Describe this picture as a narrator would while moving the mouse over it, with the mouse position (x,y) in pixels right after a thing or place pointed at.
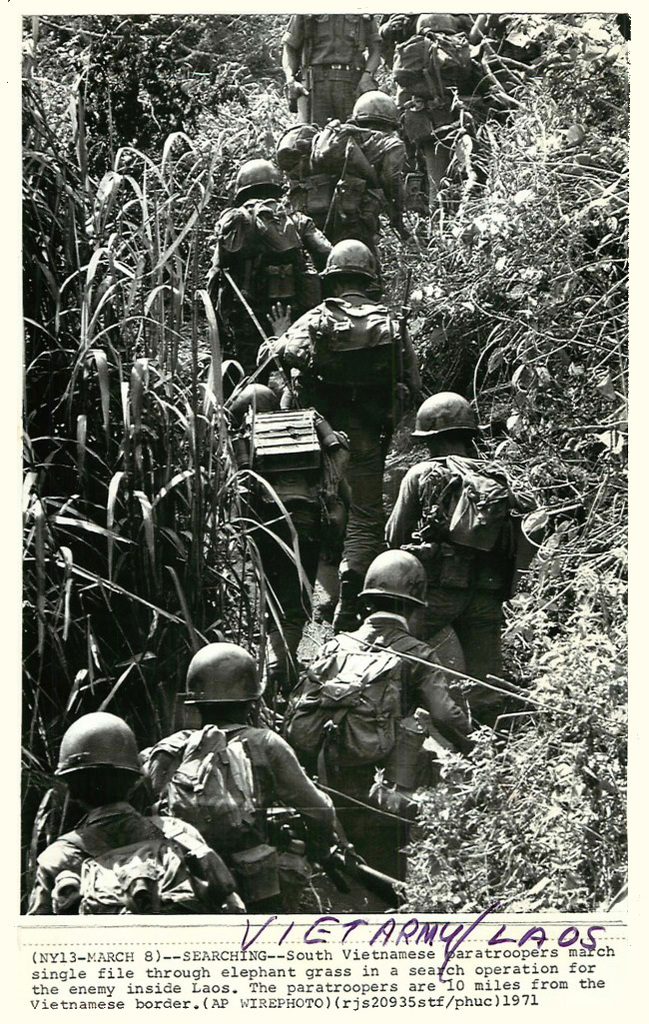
This is a black and white image. In this image we can see many people (353,638) wearing helmets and bags (322,719). On the sides there are plants (517,646). At the bottom (347,975) there is text (413,938).
